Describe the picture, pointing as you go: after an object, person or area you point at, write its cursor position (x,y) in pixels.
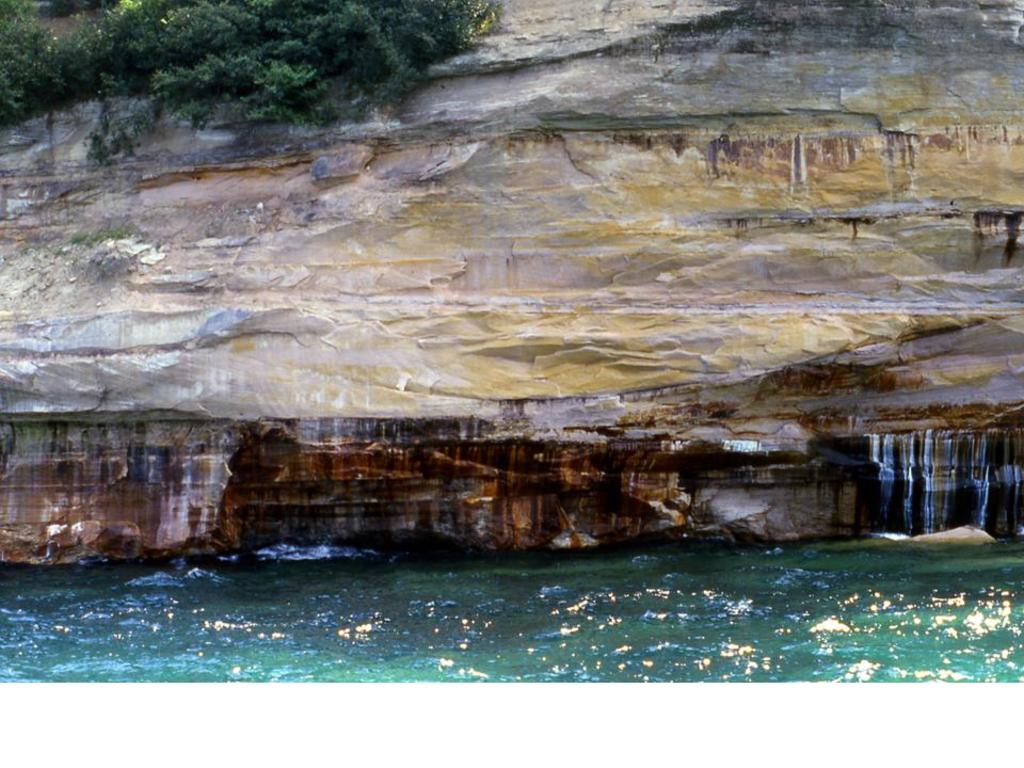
There is water (471,591). In the back (452,249) there is a rock wall (325,168) and trees (222,65).
